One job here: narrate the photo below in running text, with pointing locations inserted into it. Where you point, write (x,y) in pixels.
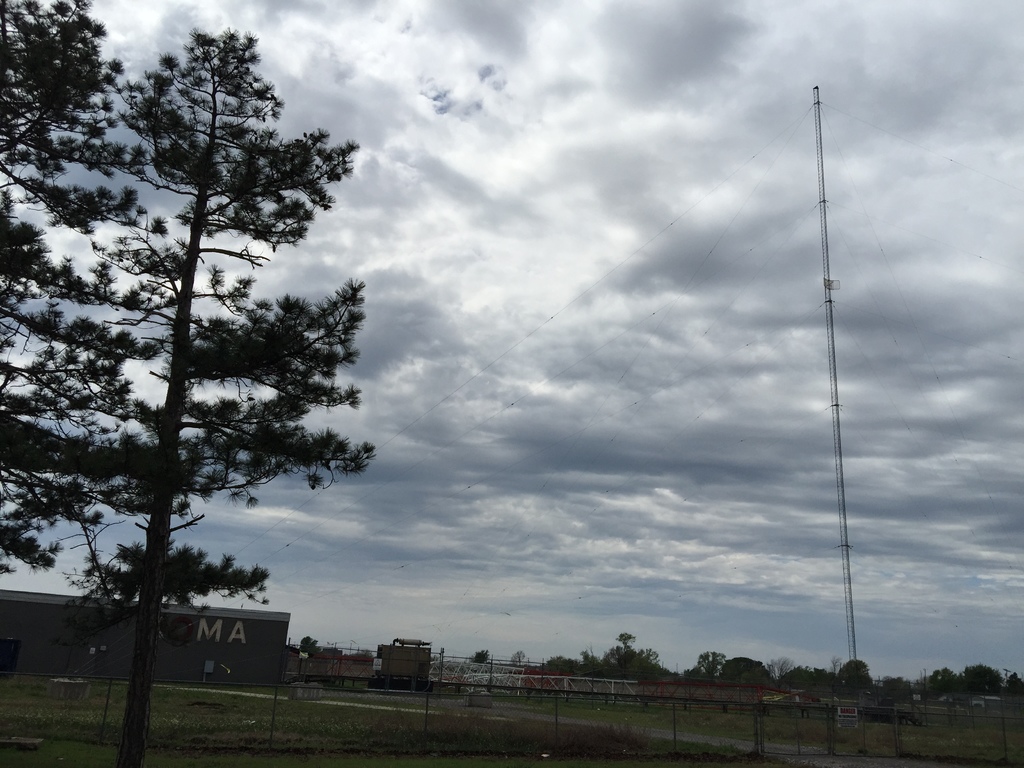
In this image there is a big field (100,752) with so many trees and some fence (812,727).
